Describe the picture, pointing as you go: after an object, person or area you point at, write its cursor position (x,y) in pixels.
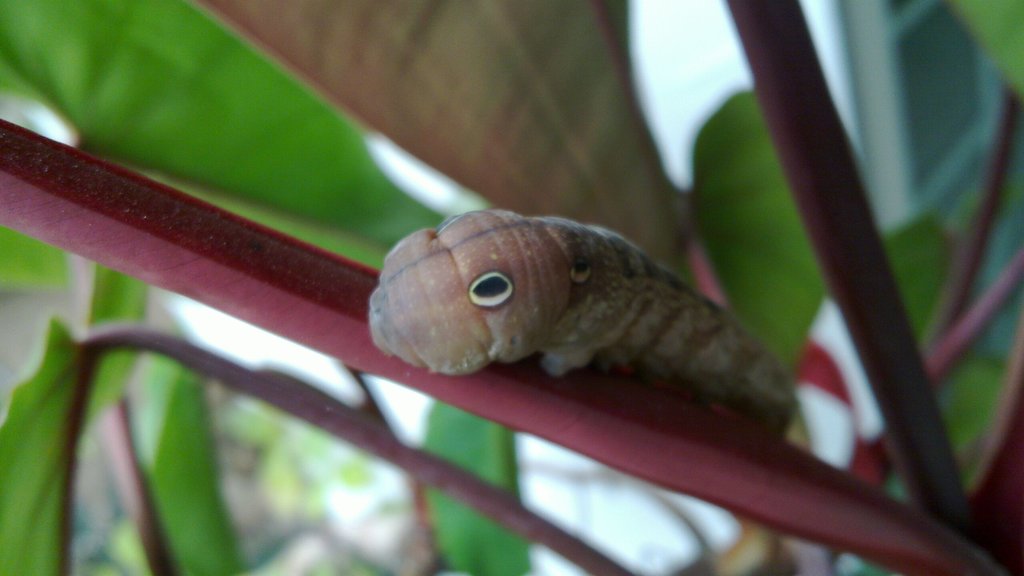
In this picture I can see a caterpillar (572,364) on the leaf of a plant (920,300).
